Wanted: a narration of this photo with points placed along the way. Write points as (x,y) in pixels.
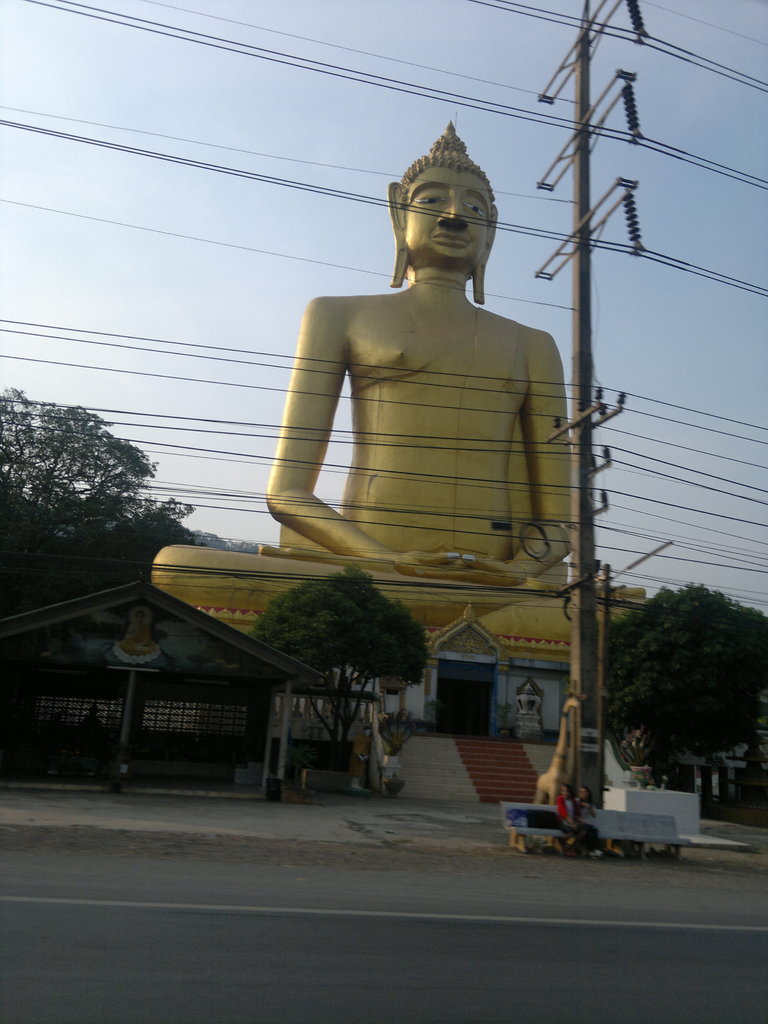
In the foreground (433,764), I can see two persons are sitting on a bench (522,808) and I can see steps (460,758), trees (664,658), shed (252,729), fence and a door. In the background (287,518), I can see a statue of an idol (513,569), and I can see a pole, wires (499,518) and the sky (213,49). This picture might be taken in a day.
